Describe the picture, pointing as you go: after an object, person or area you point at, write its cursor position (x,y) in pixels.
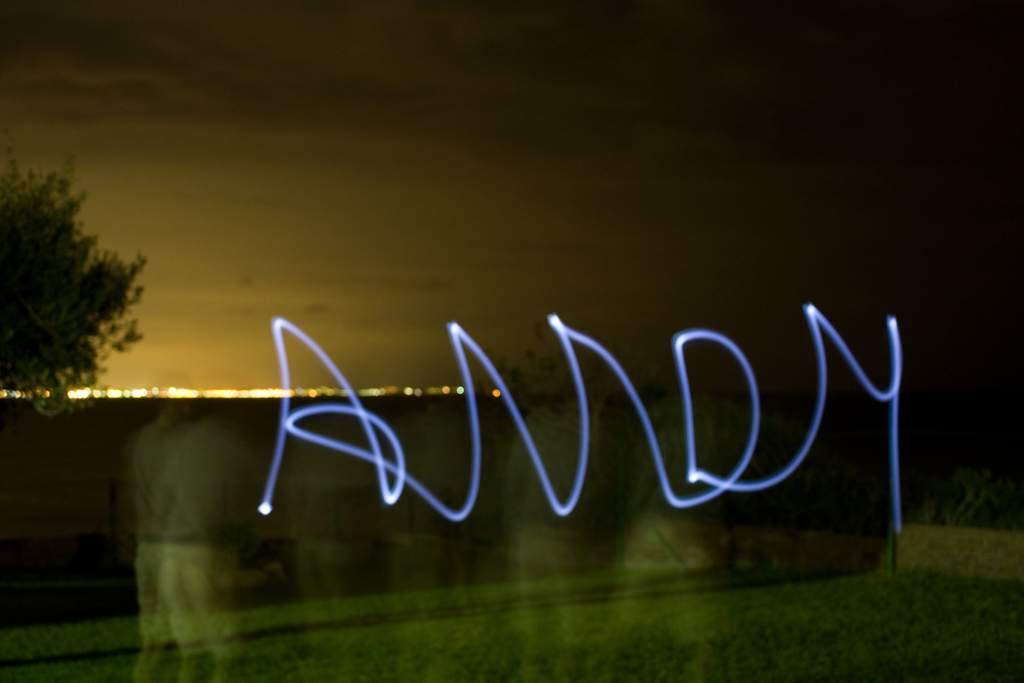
In this picture we can observe a text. There is a tree (73,289) on the left side (34,271). In the background (131,388) we can observe some lights (245,390) and a sky (372,194).
